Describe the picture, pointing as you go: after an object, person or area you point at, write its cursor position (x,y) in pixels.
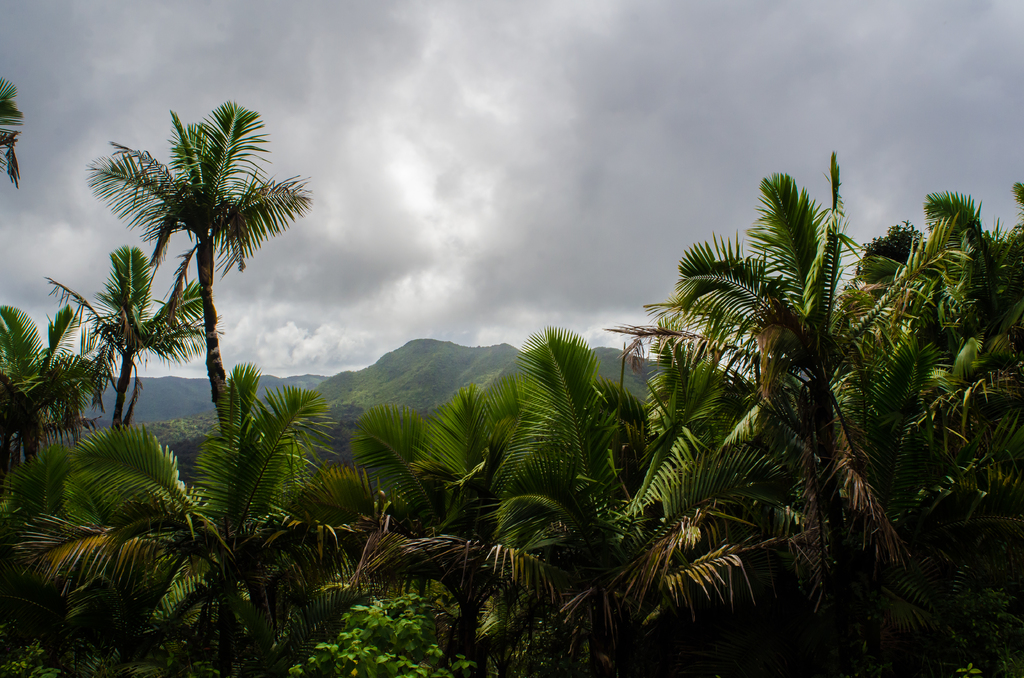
In this image at the bottom (130,491) there is the hill (190,409), trees (238,459) visible, at the top (260,129) there is the sky (794,47).
